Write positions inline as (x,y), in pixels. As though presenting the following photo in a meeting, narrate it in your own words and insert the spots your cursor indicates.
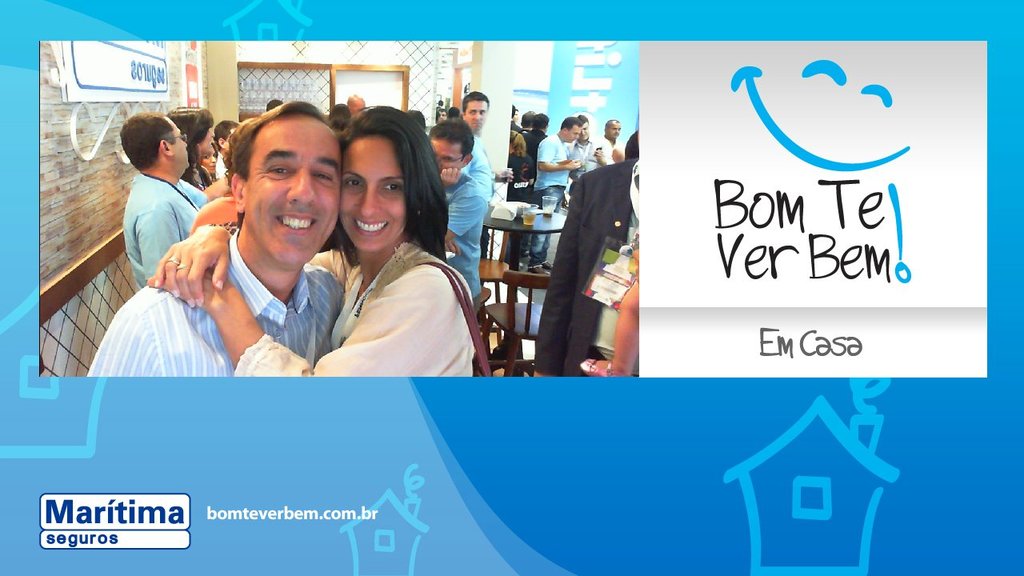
In this image we can see group of people (611,218) standing on the floor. One woman (330,359) is holding a person (276,156) with her hands (167,278). In the background (514,226) we can see a table (498,225) on which glasses (528,222) are placed on it.
